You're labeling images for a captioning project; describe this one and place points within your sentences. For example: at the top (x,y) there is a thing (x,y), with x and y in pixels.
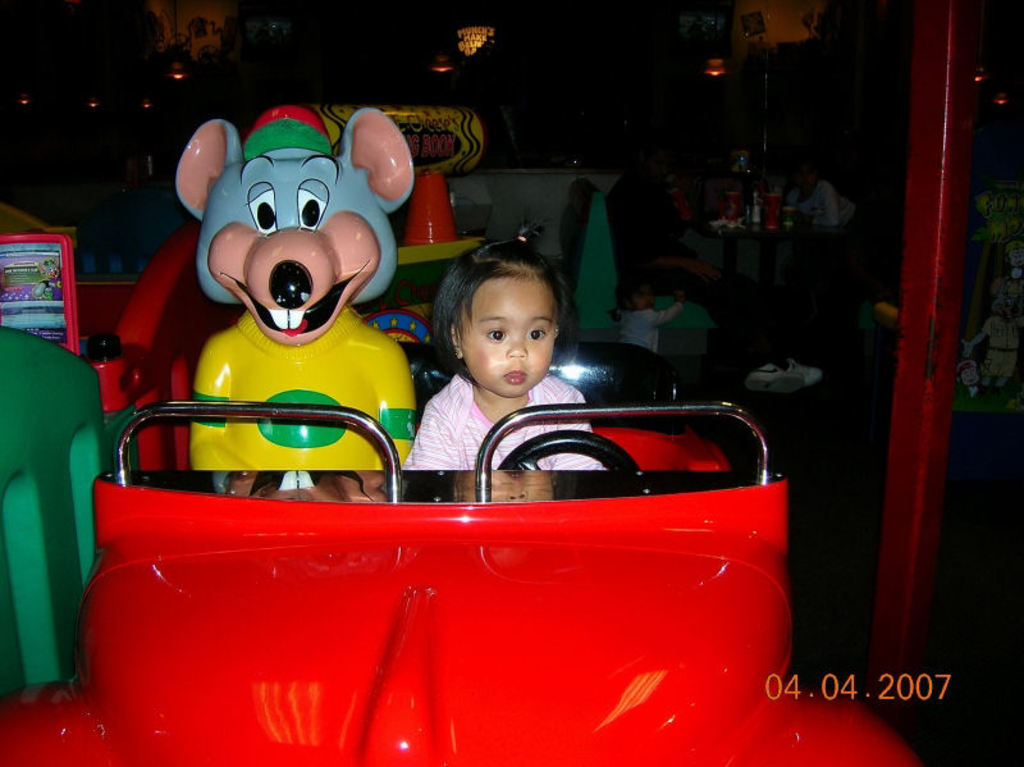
In this picture, we see the Chuck E. Cheese mouse (346,386) and the child (546,369) are riding the red color vehicle (477,608). On the left side (50,462), we see a green wall (79,435). On the right side (930,305), we see a pole (928,373) in red color. Beside the vehicle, we see a child (650,307). Beside the child (640,285), we see the people (690,254) are sitting on the chairs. In front of them, we see a table (789,236) on which glasses (785,222), bottles (756,194) and some other objects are placed. Beside that, we see a white table (544,192). In the background (511,58), we see the lights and it is black in color. This picture is clicked in the dark.
